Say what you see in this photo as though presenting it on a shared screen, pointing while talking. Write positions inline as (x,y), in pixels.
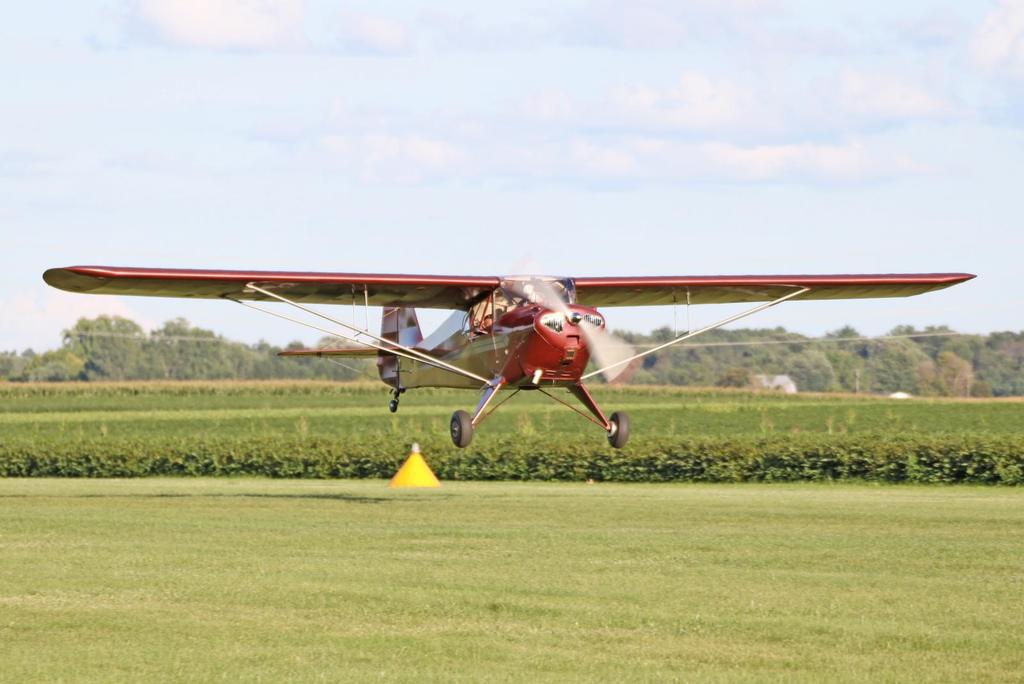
In this picture we can see airplane (432,284) in the air (362,76) and we can see grass (476,591), yellow object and plants (651,414). In the background of the image (956,324) we can see trees (890,352) and sky (716,116) with clouds (716,116).
